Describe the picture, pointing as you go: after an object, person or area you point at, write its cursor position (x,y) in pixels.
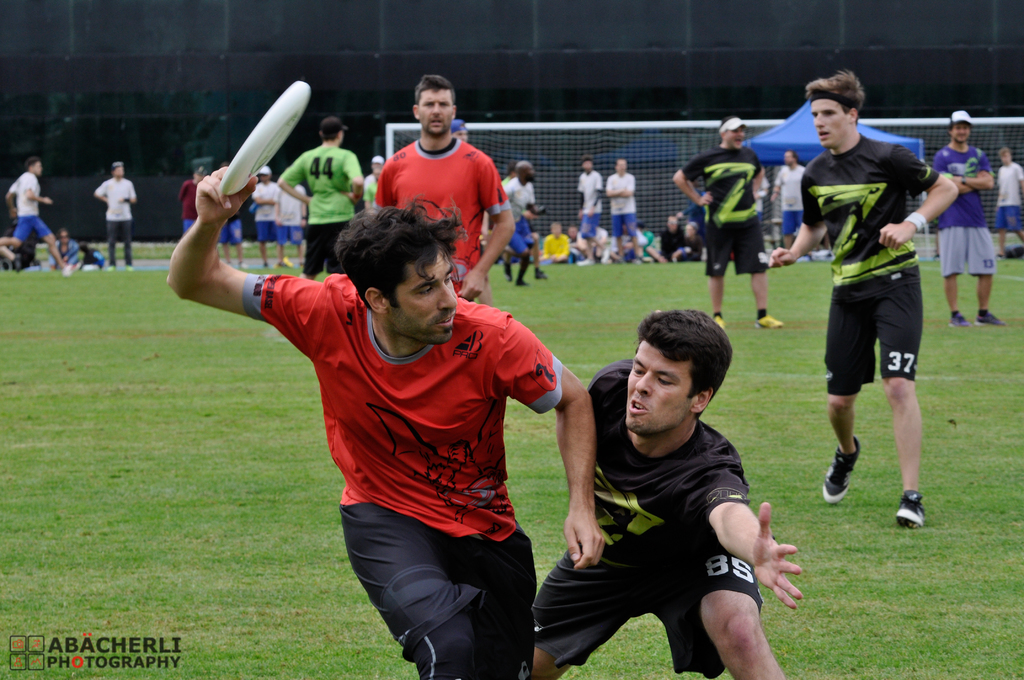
In this image there are people (606,259) doing different activities on a ground (211,462), in the background (795,130) there is a tent (795,130), near the tent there are people (576,248) sitting, on the bottom left (160,660) there is text (115,660).
